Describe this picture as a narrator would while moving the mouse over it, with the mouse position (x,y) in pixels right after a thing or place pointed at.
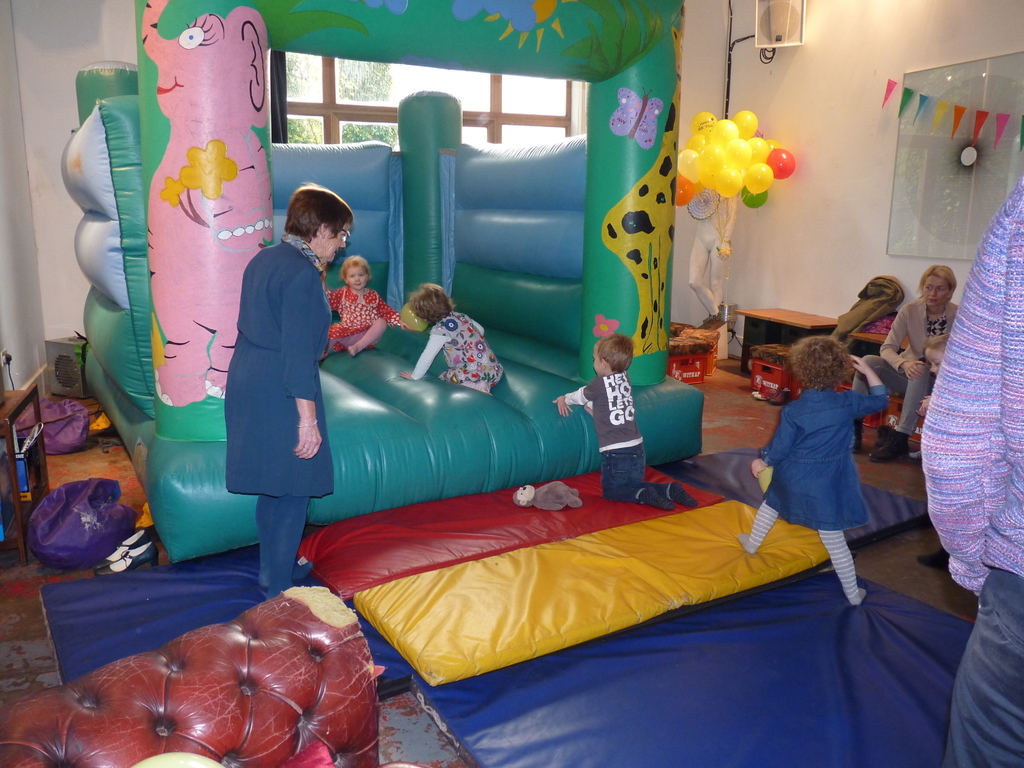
In this image there are some people (283,463) and some children (848,419), and the children (834,427) are playing with air balloon (663,345) and there are some balloons (702,185), mannequin (696,228), flag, bags (59,488), table (18,406), boxes (781,339), carpet (82,603), chair (156,674). And in the background (381,88) there is a window (575,88) and through the window (381,88) we can see some trees (369,96) and some object (760,44) on the wall (792,73) and there is a board (986,173).
